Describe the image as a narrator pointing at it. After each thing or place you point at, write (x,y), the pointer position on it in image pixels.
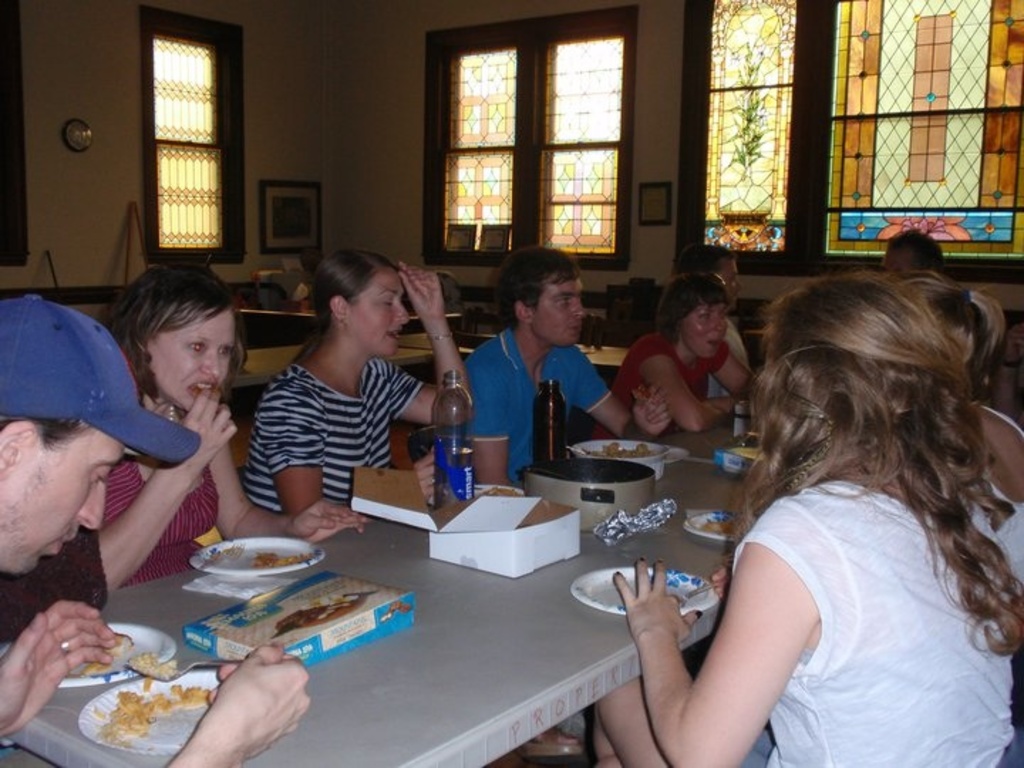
In the image we can see there are lot of people (866,349) who are sitting on chair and on table (378,689) there are food items (188,705) in the plate (151,697) and in a box (541,505) there are food items (489,493). There are water bottle (463,501), juice bottle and silver foil paper (641,515) and at the back (82,141) on the wall (54,121) there is a clock (92,132).
